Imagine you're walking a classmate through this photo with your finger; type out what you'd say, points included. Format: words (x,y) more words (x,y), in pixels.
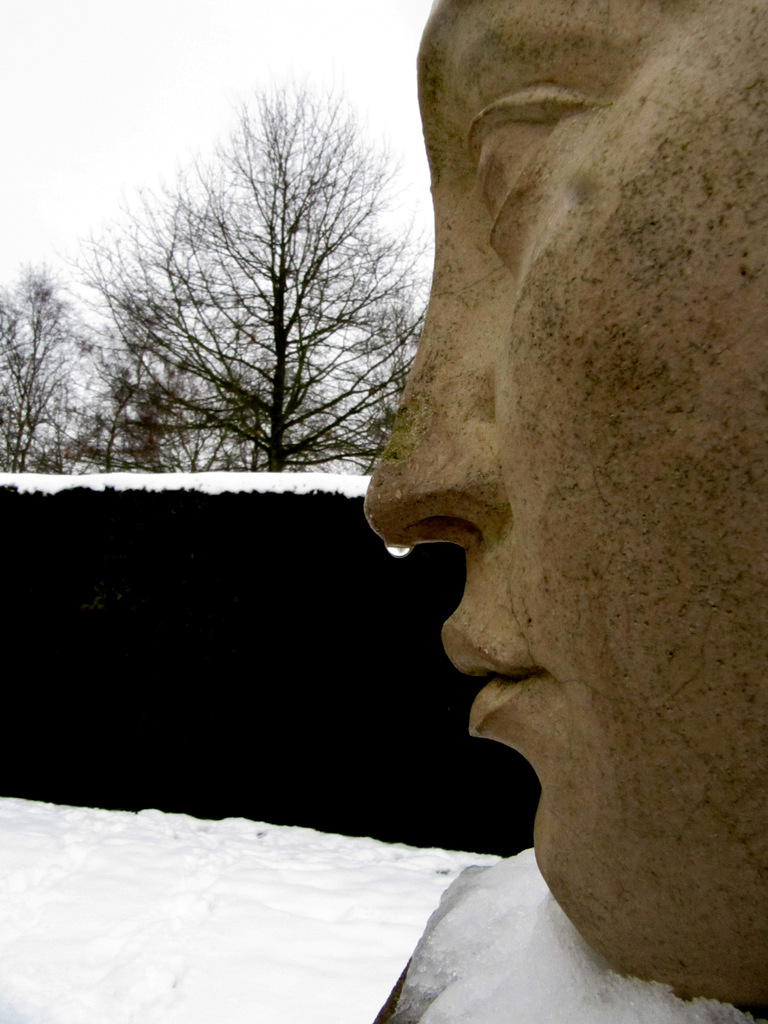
This image consists of a sculpture (580,647). On the left (249,928), we can see the snow (251,962). In the background (241,365), there are trees (305,345). At the top (205,85), there is sky (237,79).
